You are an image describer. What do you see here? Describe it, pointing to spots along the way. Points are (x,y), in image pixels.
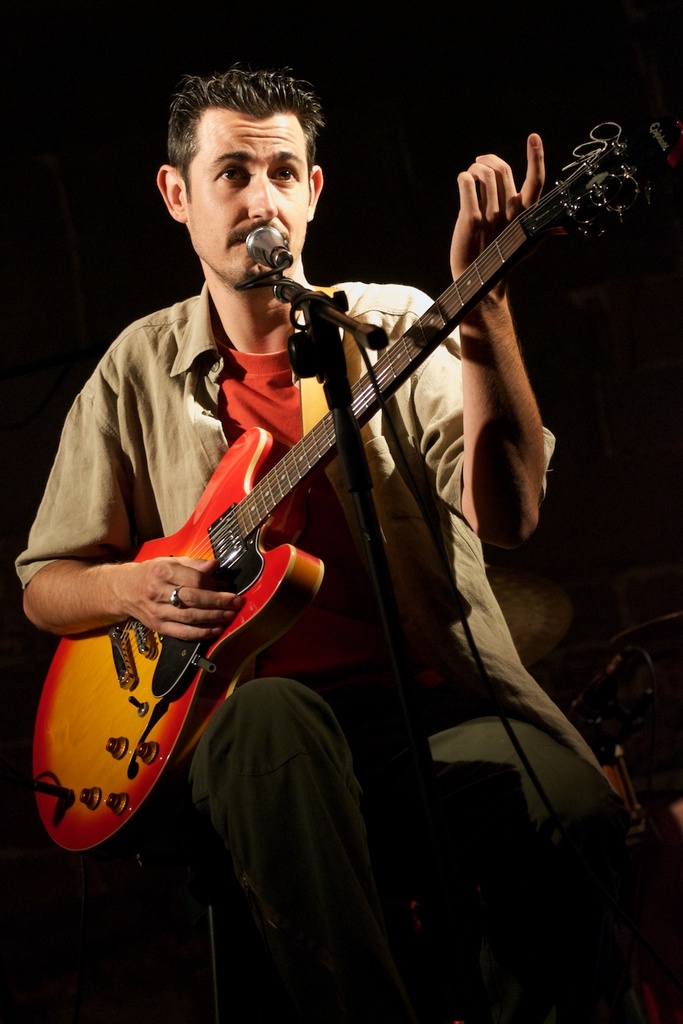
In this picture we can see man (493,768) sitting and holding guitar (278,486) in his hand (506,191) and playing it and singing on mic (280,260) and in background (344,194) it is dark.
